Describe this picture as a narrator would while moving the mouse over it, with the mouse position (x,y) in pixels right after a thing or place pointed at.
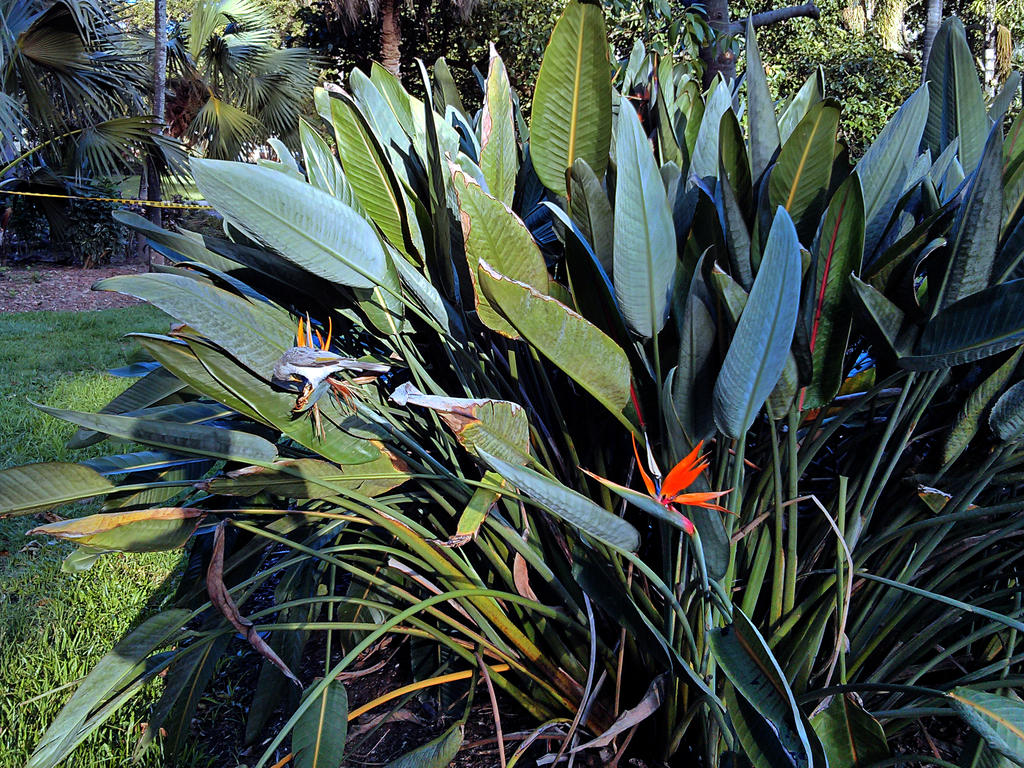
In this image I can see plants (263,489), grass (43,338) and trees (173,123). This image is taken in a garden (460,197) during a day.
